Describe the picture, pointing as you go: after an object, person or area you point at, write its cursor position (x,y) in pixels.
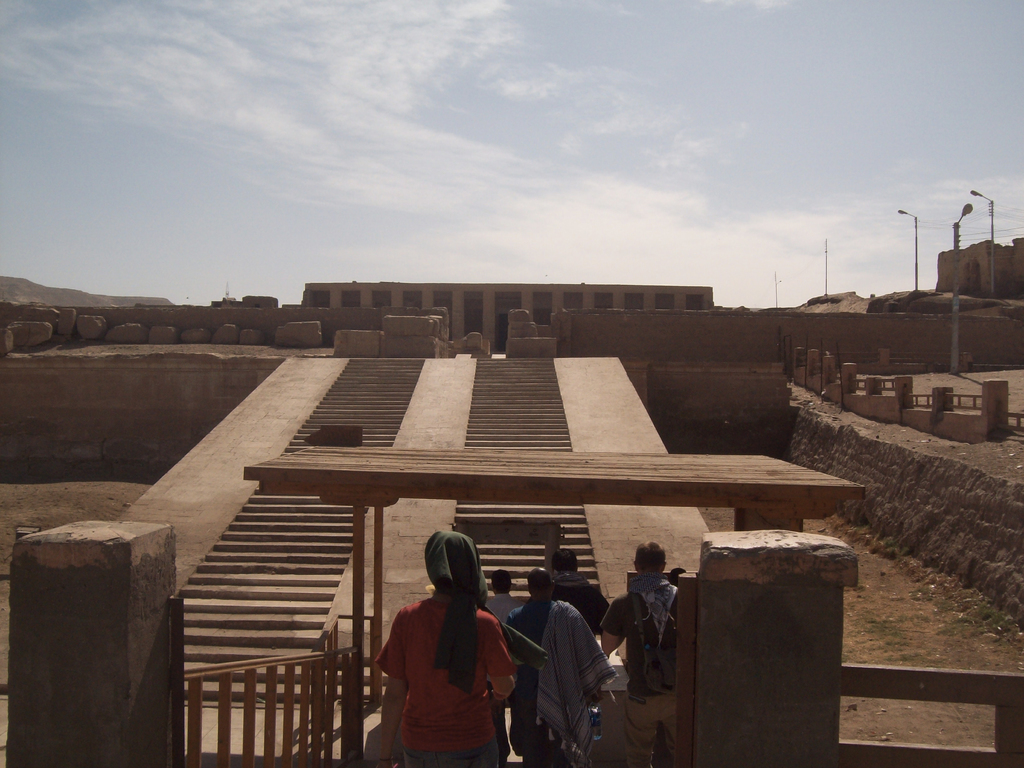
In the background (594,290) we can see the sky (822,94) and a fort (820,332). In this picture we can see the people (439,563), rocks (478,339) and wooden objects (195,741).
